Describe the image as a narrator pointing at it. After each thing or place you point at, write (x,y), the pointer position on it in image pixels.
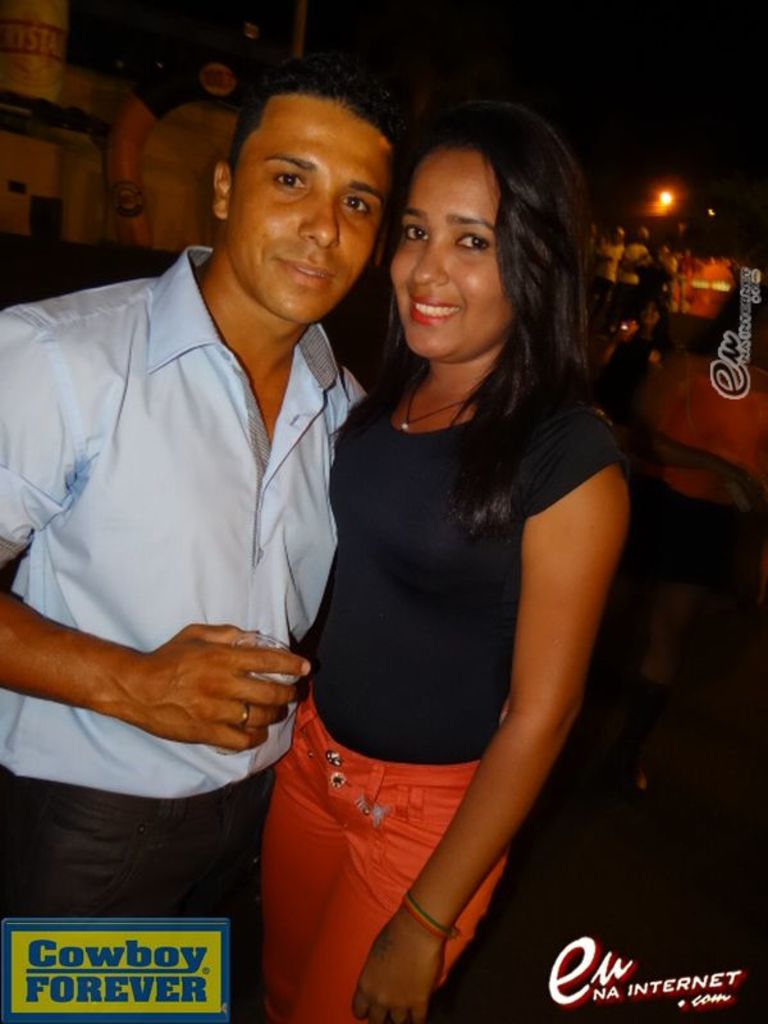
In the center of the image (288,535) we can see man (152,438) and woman (496,632) standing on the ground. In the background (103,72) we can see light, persons (669,670) and building (112,140).
